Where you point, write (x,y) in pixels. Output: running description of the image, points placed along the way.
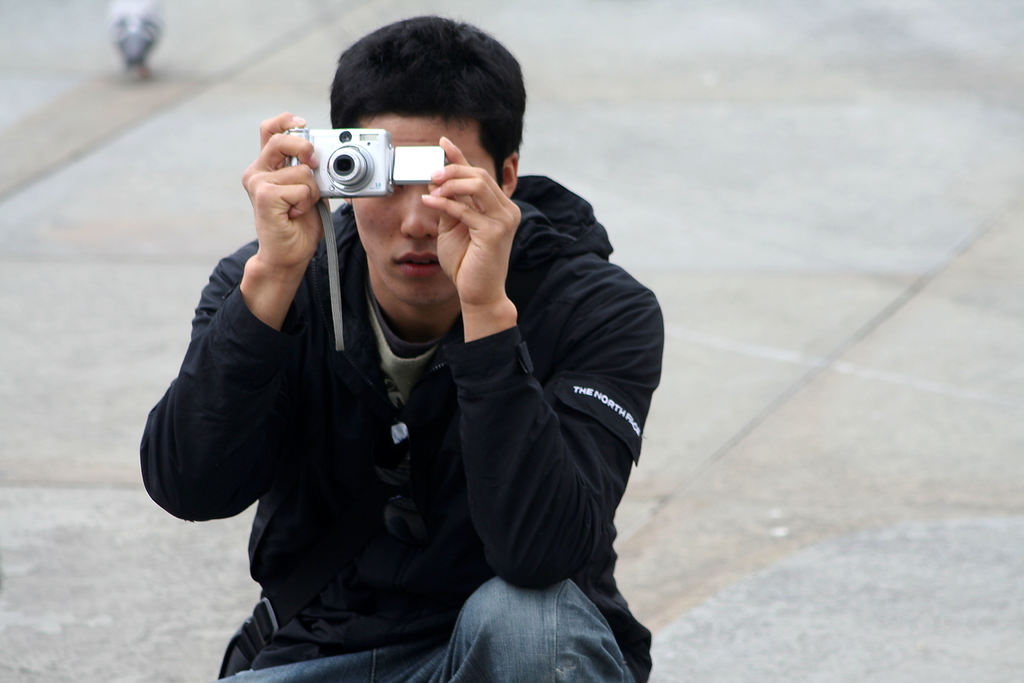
In this picture we can find a person (478,486) sitting and holding a camera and capturing something. In the background (203,640) we can find a bird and a floor (169,670).
